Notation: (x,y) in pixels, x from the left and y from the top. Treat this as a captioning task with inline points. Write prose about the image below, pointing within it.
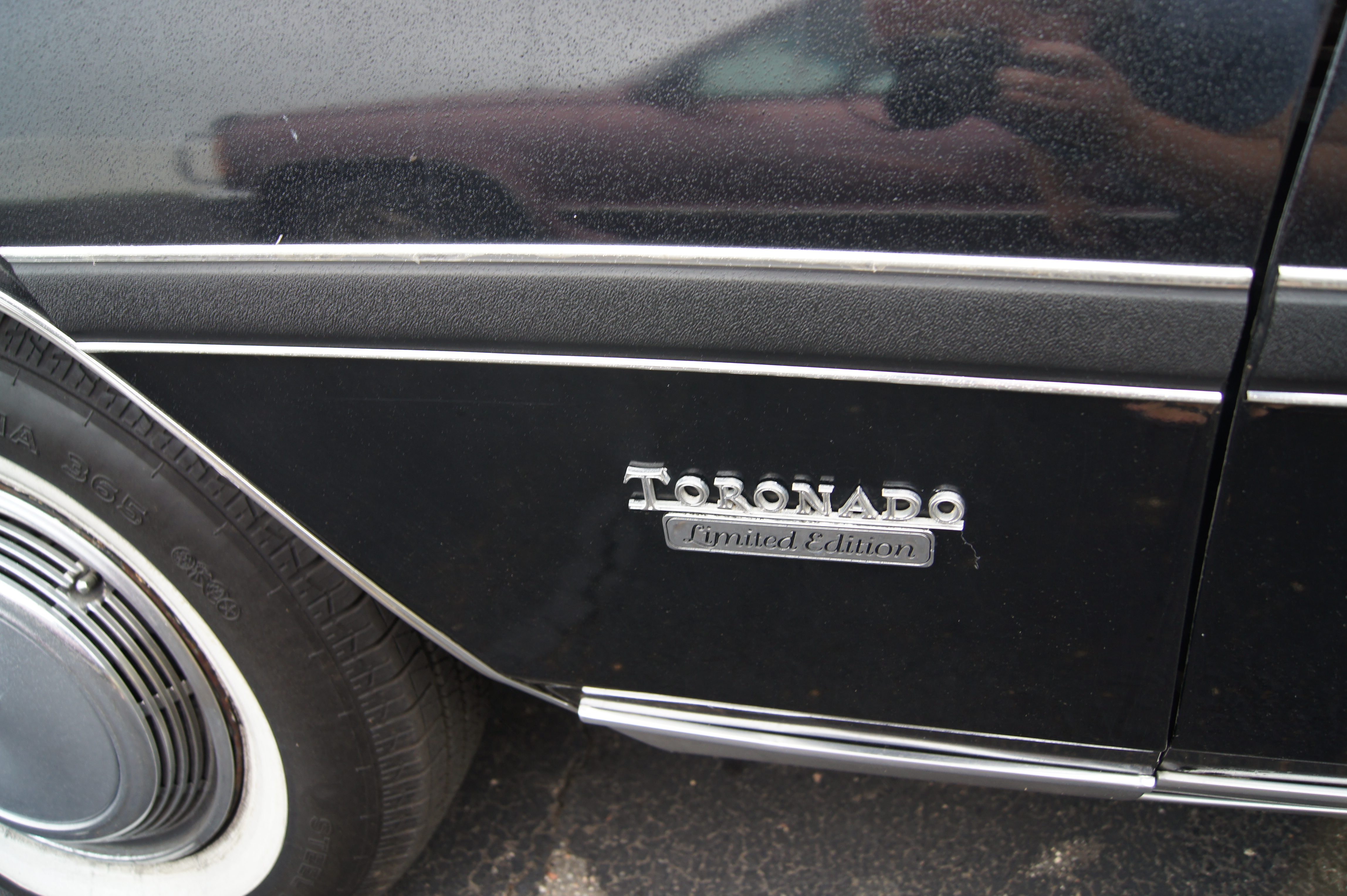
In this image there is a vehicle (773,589) having some text (747,538). On the vehicle (977,153) there is a reflection (1096,142) of a person (1094,112) holding a camera (998,102). Behind him there is a car (828,167). Bottom of the image (795,810) there is a road (761,847).
